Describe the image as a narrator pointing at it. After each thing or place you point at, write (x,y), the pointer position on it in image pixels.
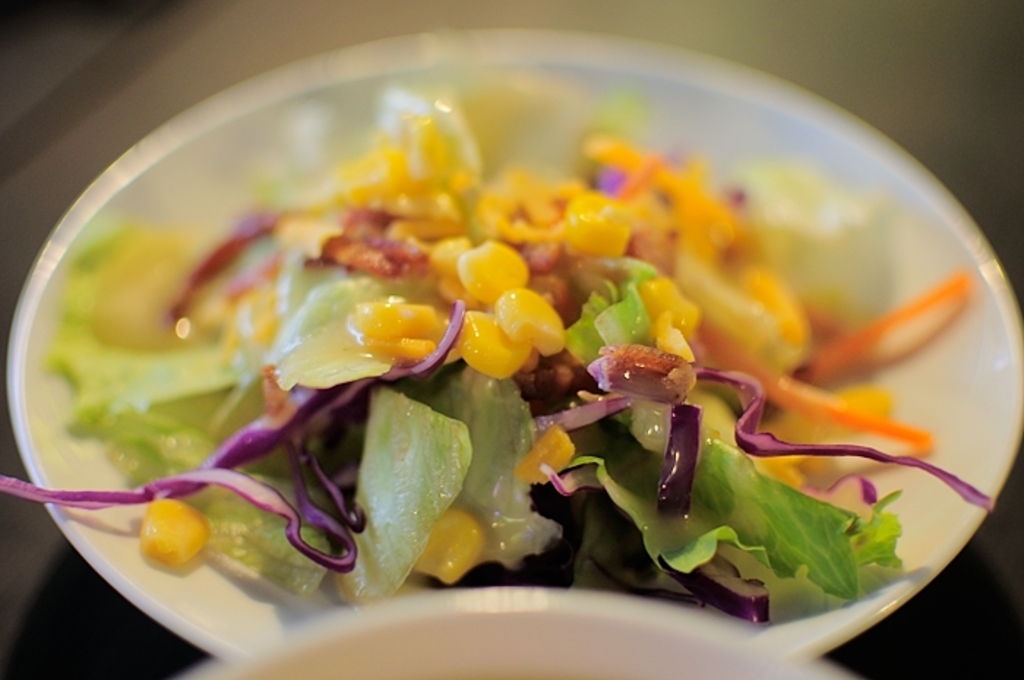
In this image we can see a plate (197,191) with some food item (520,318).
